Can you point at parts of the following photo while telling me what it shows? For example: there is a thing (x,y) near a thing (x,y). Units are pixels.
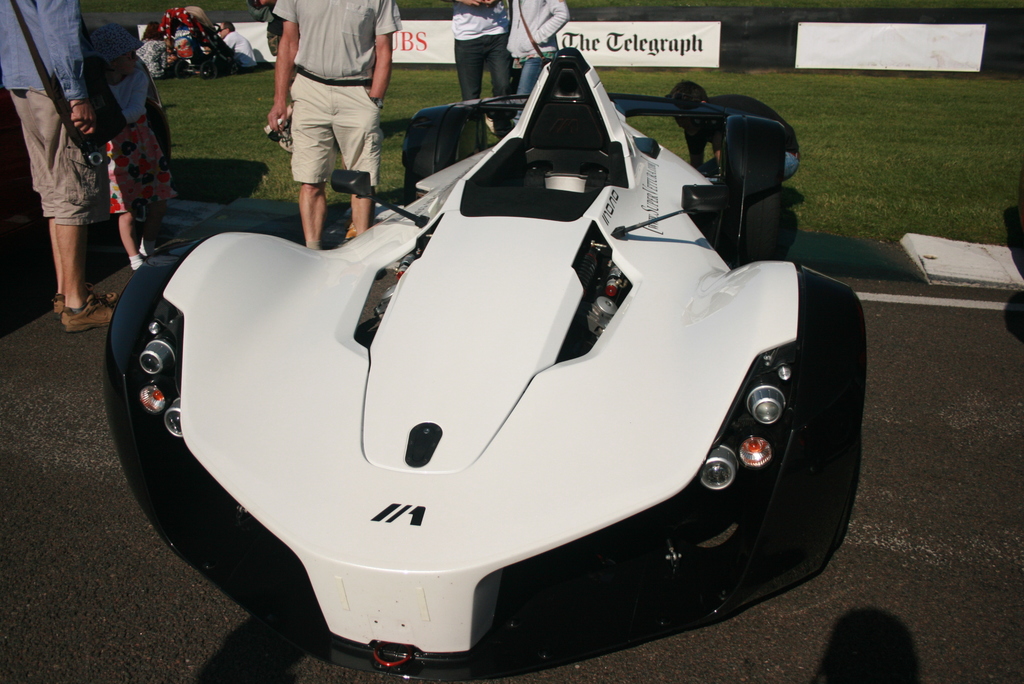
Here I can see a race car (591,416) on the road (755,638). At the top of the image (22,43) there are few people (344,119) standing and sitting. Beside the road (903,369), I can see the grass (847,157). In the background (613,33) there are few banners (614,59) on which I can see the text (661,49).
